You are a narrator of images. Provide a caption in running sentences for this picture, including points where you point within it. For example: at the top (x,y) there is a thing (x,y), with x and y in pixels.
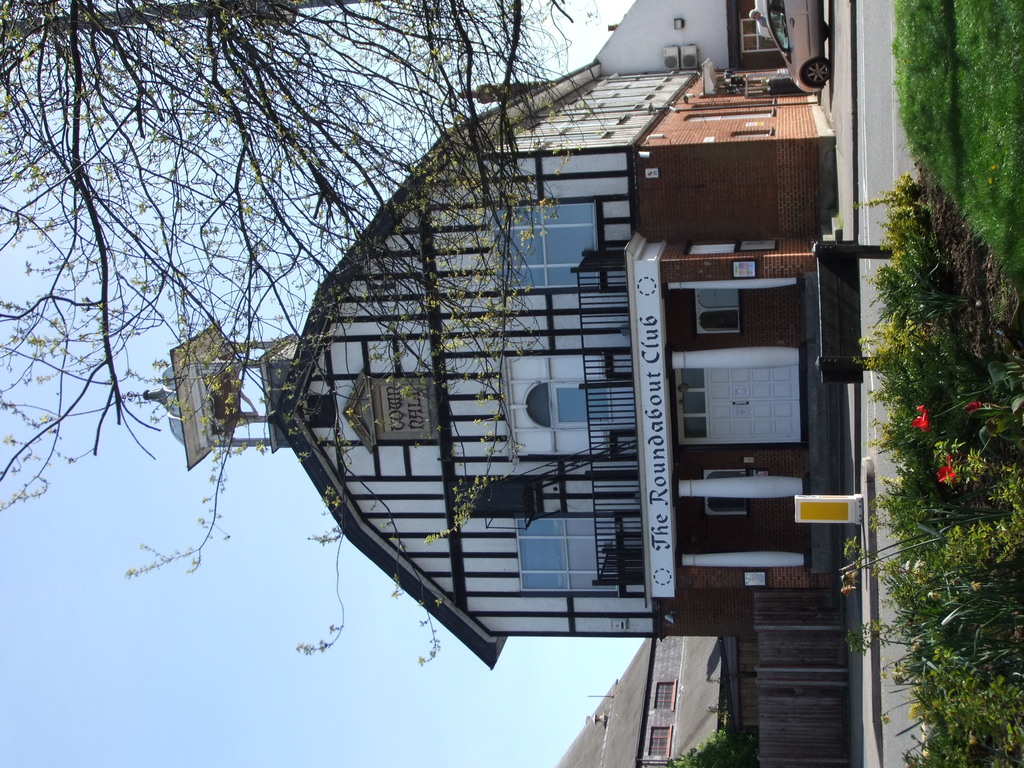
It is a tilted image, there is a club (660,392) and it is closed there are some other buildings (671,669) around the club (682,115) and beside the wall (776,174) of the club (763,171) a car (802,35) is parked and in the front (936,294) there is a lot of grass (958,20) and some flower plants (896,500), on the right side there is a tree (240,205).
